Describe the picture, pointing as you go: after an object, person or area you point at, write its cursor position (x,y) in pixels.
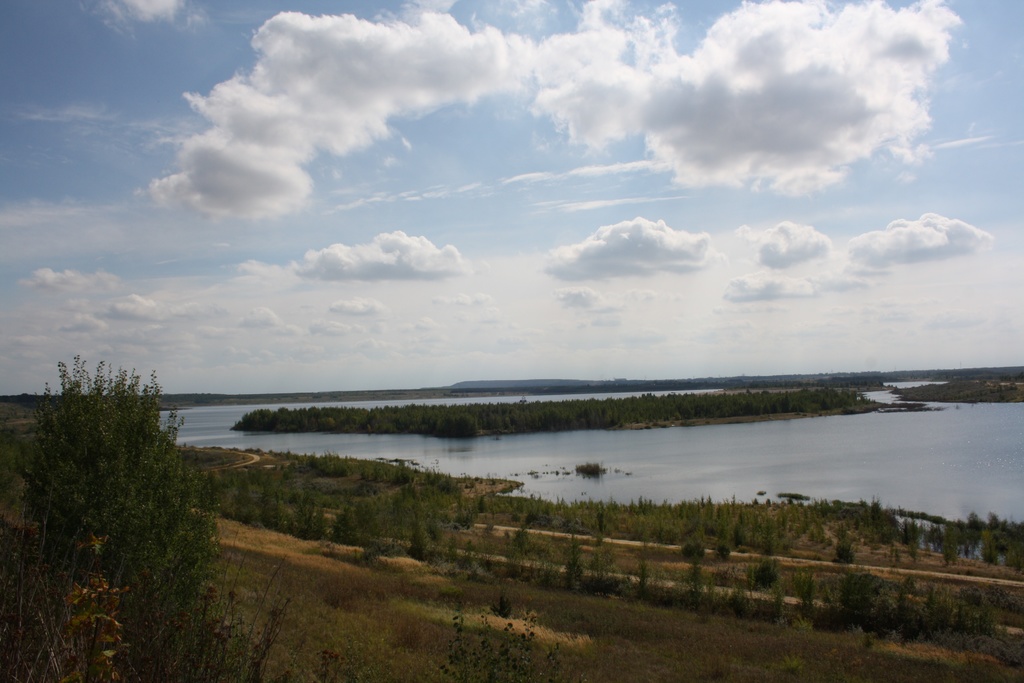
In this image we can see a group of trees (89,492) and water (883,431). In the background (975,372), we can see mountains (551,382) and the sky (521,303).
